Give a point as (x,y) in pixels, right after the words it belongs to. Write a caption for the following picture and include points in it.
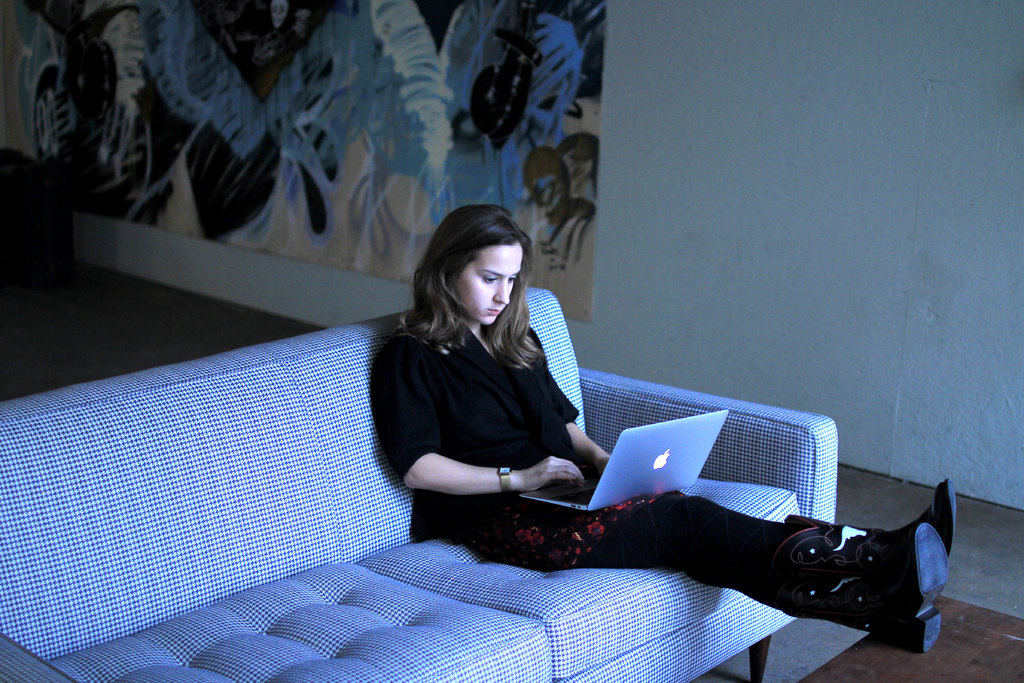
there is a girl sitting on a sofa (560,591) holding a laptop (624,497) behind her there is a big painting (549,212) on the wall (842,126).
